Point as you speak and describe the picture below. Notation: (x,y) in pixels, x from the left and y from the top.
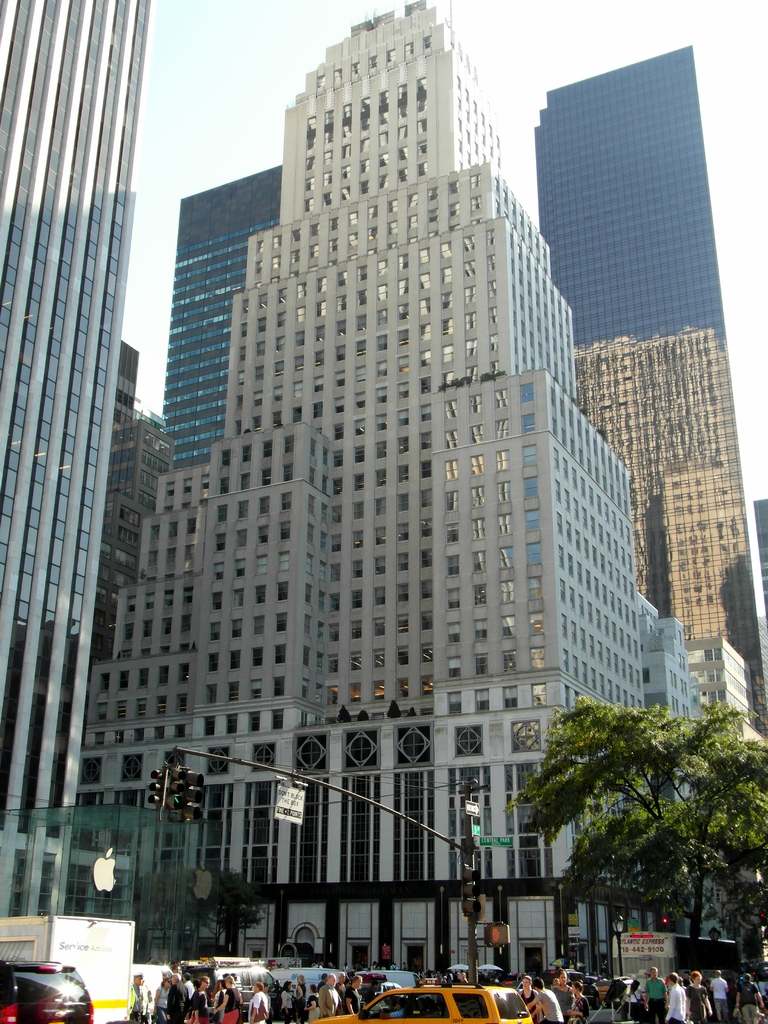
In this image, we can see few glass buildings (23,575). At the bottom (112,1021), we can see few vehicles (465,1018), group of people (201,1018), poles (576,966) with lights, traffic signals (477,893), sign boards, trees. We can see the background (211,167) there is a sky (227,111).
